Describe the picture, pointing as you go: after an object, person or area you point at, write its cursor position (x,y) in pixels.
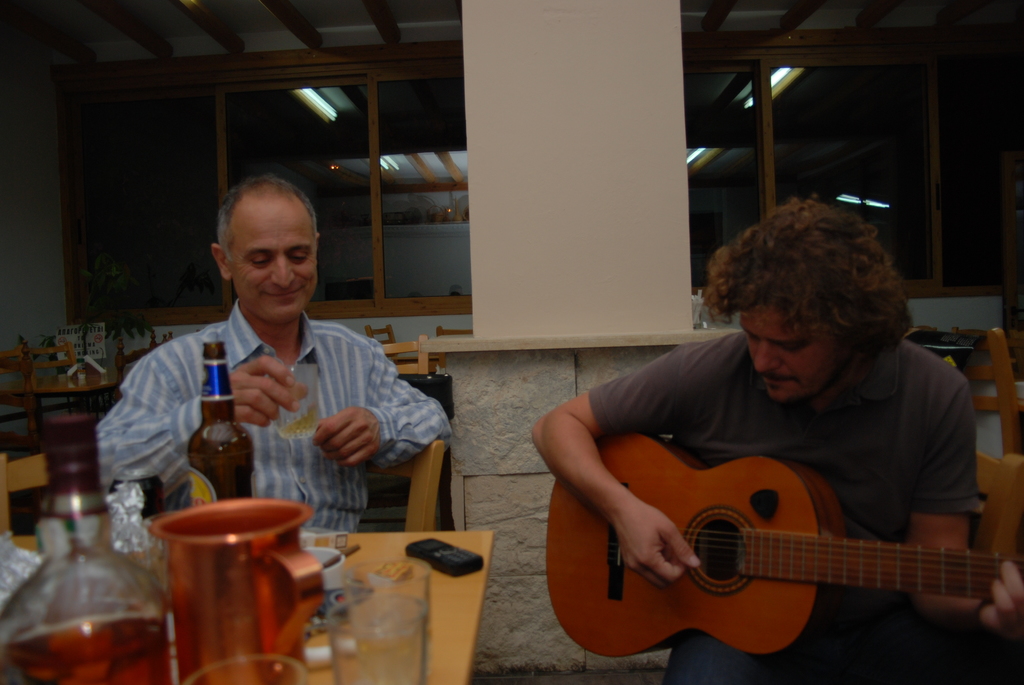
In this picture we can see two persons (634,386). He is holding a glass (313,397) with his hand (270,384) and he is playing guitar (823,497). This is table (443,600). On the table (443,600) there is a jar (209,555), glasses (230,677), bottle (52,659), and a mobile (443,568). This is pillar (595,212). On the background (28,230) we can see lights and this is wall (43,229).
